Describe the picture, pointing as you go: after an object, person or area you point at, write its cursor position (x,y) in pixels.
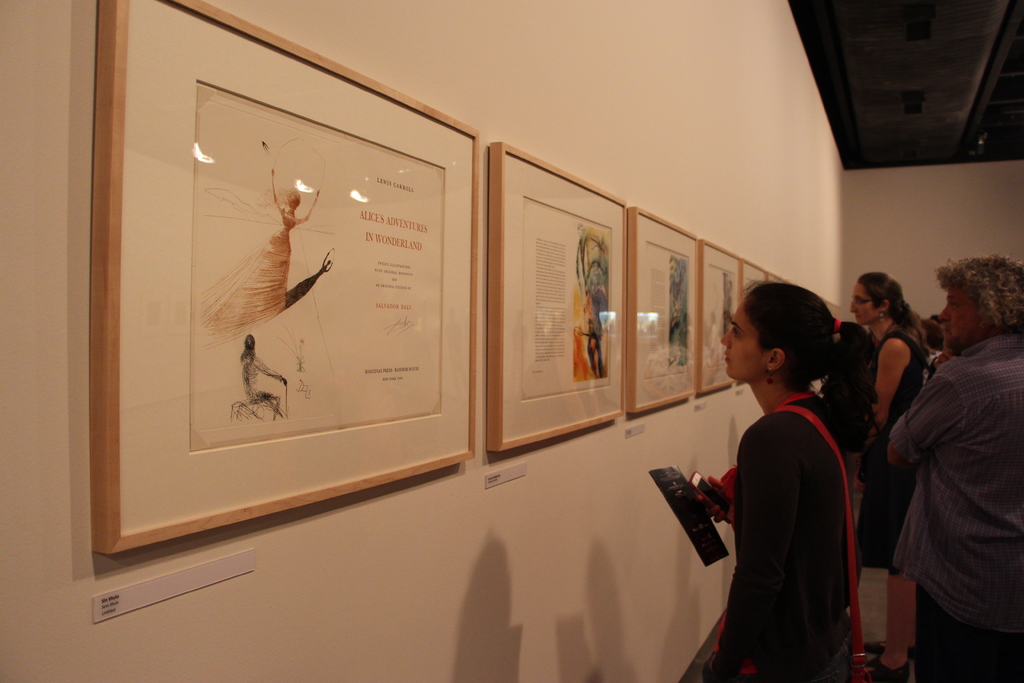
In this image I see few people (907,314) and I see that this woman (856,332) is holding a black color thing (677,477) in her hand (702,504) and I see the cream color wall (18,340) on which there are many photo frames (426,241) and I see something is written and I see the depiction of many pictures (683,293) on the frames (408,252) and I see the black color ceiling (905,125).
